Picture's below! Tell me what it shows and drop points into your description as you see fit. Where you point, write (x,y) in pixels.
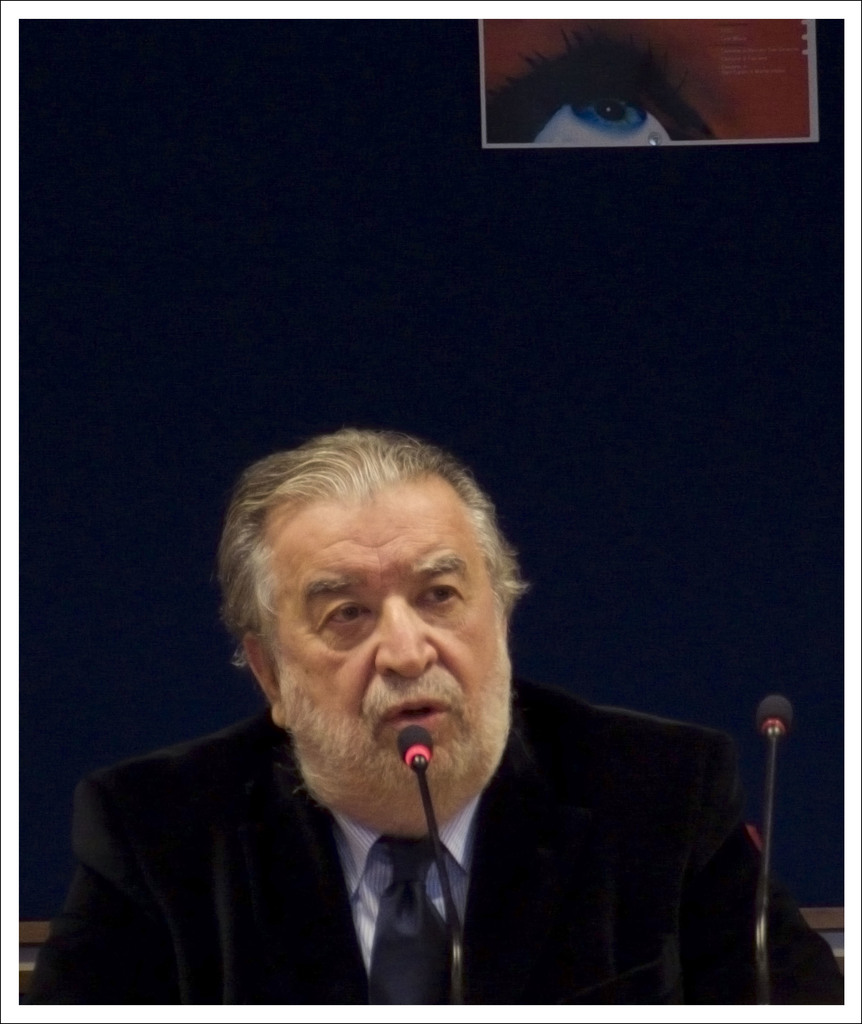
In this picture I can observe a man (316,677). He is wearing black color coat (258,856). In front of him there are two mics (410,762). In the background (441,322) there is blue color wall (279,325). I can observe a photo frame (587,74) fixed to the wall (410,184).
